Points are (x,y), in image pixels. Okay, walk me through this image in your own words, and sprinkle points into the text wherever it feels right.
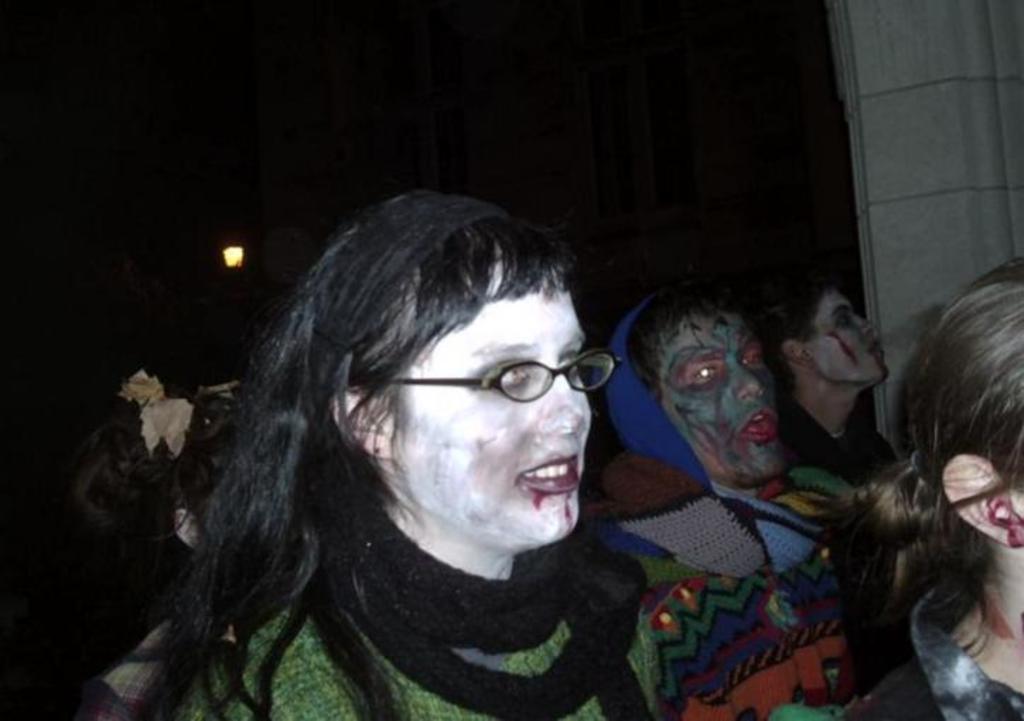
In the center of the image (581,344) there are people (755,676) with face paintings (482,433).
